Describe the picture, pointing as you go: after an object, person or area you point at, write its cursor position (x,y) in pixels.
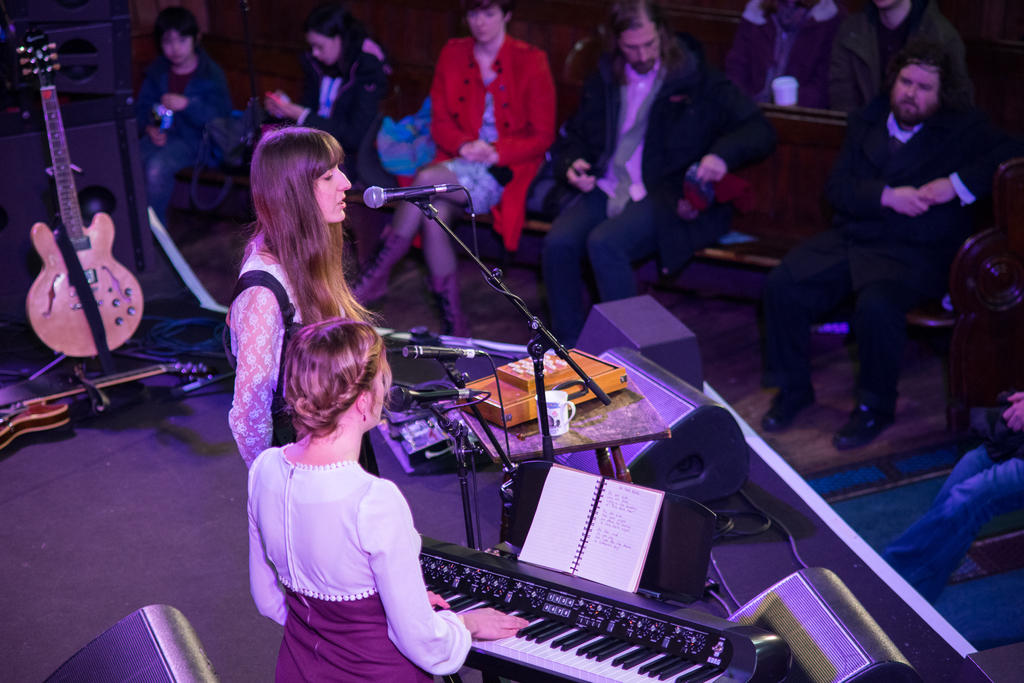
A woman (318,200) is singing with a mic (405,198) in front of her and there is another woman (443,619) playing keyboard (483,605) beside her on a stage (26,540).
